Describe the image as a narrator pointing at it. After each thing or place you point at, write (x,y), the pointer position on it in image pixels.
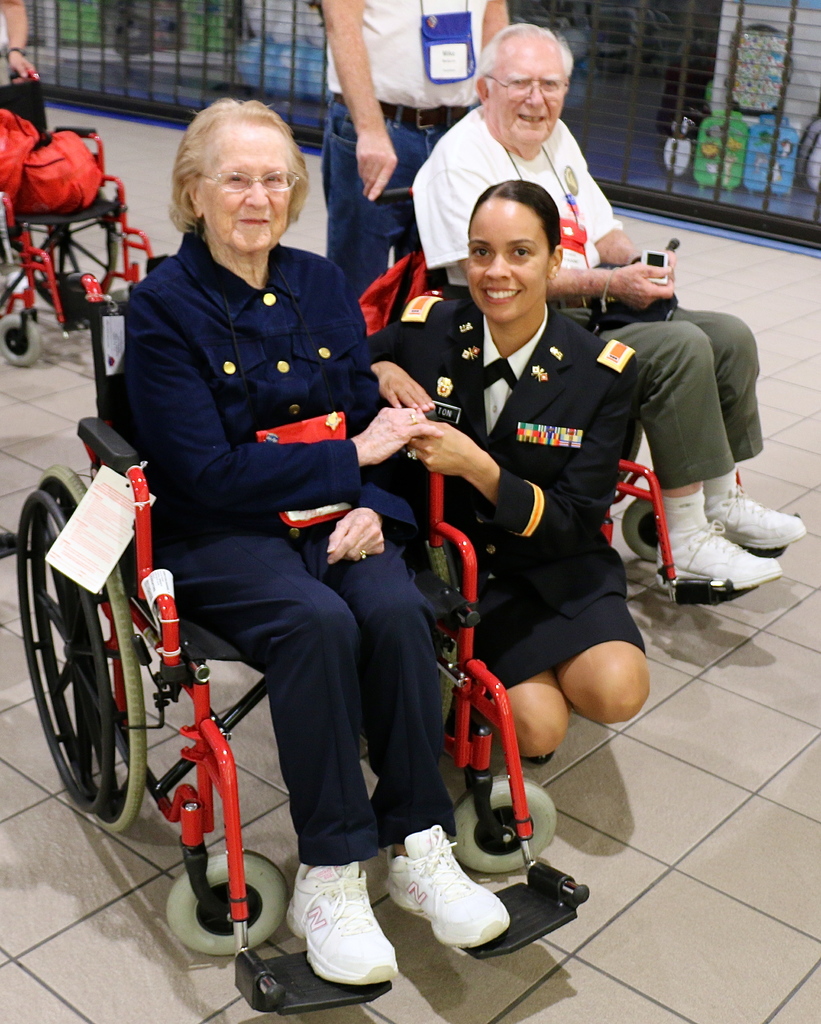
In this image there is a woman (303,366) and a man (525,158) sitting on the wheelchairs (44,548). Beside the woman (294,500) there is another woman (521,457) in squat position. Behind the man (477,135) there is another man (373,90) standing. To the left (91,173) there are bags (72,205) on the wheelchair (34,287). In the background (618,66) there is a net (205,49). At the bottom (639,854) there is the floor (159,966).
